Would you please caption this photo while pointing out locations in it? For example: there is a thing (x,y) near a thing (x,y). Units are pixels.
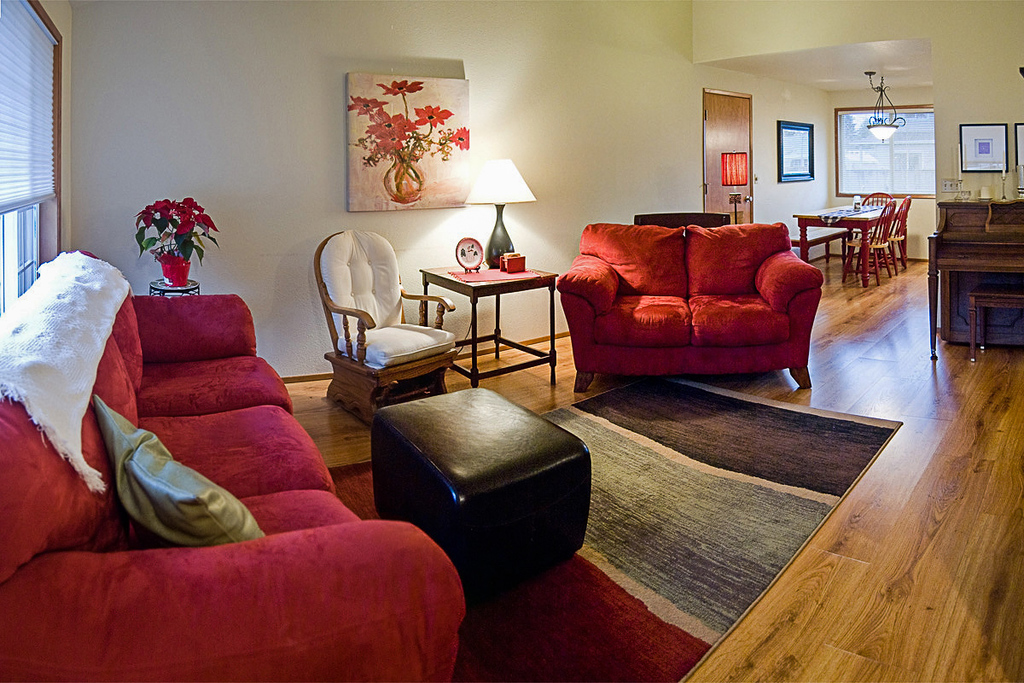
In this image we can some chairs (339,364) and tables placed on the ground (365,426). In the center of the image (496,246) we can see a lamp (495,228) and some objects (496,269) placed on a table (498,284). On the left side of the image (177,237) we can see flowers (145,217) to a plant (187,246) placed in the pot (179,261), we can also see a window blinds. On the right side of the image (985,190) we can see some candles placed on a piano (1012,205) and some photo frames (979,137) on the wall (982,102). In the background (898,160), we can see a window (866,116) and a door (734,112).
